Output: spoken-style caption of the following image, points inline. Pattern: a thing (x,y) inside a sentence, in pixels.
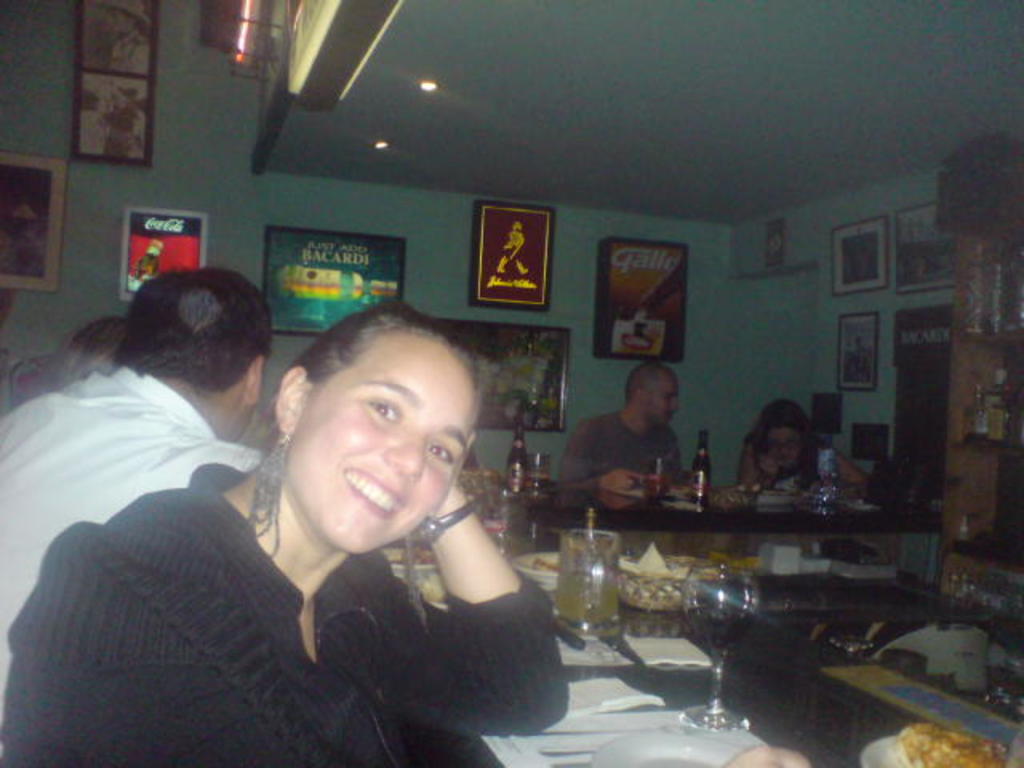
In this image, there are three persons (395,378) sitting in the left side of the image (61,443). Two persons (755,475) are sitting in the middle of the image (597,489). In the center (532,470), there is a table (685,694) on which napkins (646,700), glasses (598,554), bottles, plates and food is kept. The roof top (666,2) is blue in color. In the left side of the image (116,116) and both sides wall paintings (311,247) are visible. On the top left of the image (240,35), light (243,57) is visible. The picture is taken inside the restaurant (644,600).
